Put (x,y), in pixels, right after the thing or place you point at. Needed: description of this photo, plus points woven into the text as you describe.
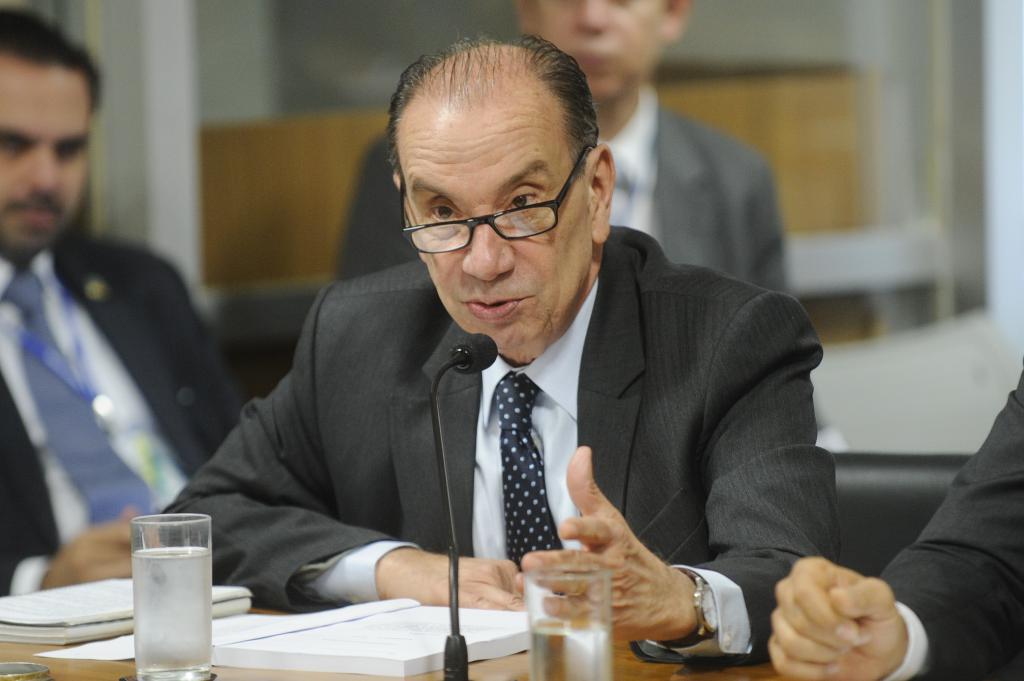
In this picture we can see four people (744,392) sitting on chairs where a man (357,370) wore a blazer (467,398), tie (501,404), spectacle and talking on the mic (442,481) and in front of him we can see glasses (194,608) and books (410,625) on the table (702,667) and in the background (478,27) we can see some objects (865,80) and it is blurry.
